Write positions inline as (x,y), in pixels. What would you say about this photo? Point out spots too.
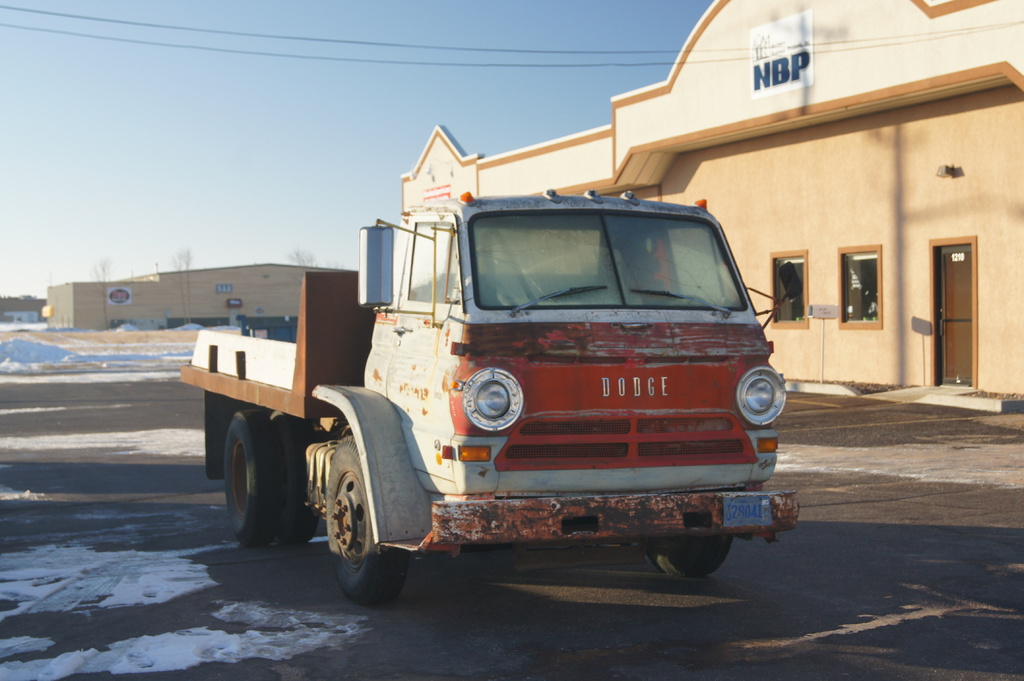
In this image we can see a truck (443,421) with a set of lights (499,403) and mirrors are placed on the ground (647,619). In the background (983,181), we can see building (831,287) with windows (862,292) and door (939,327) and the sky (190,144).
